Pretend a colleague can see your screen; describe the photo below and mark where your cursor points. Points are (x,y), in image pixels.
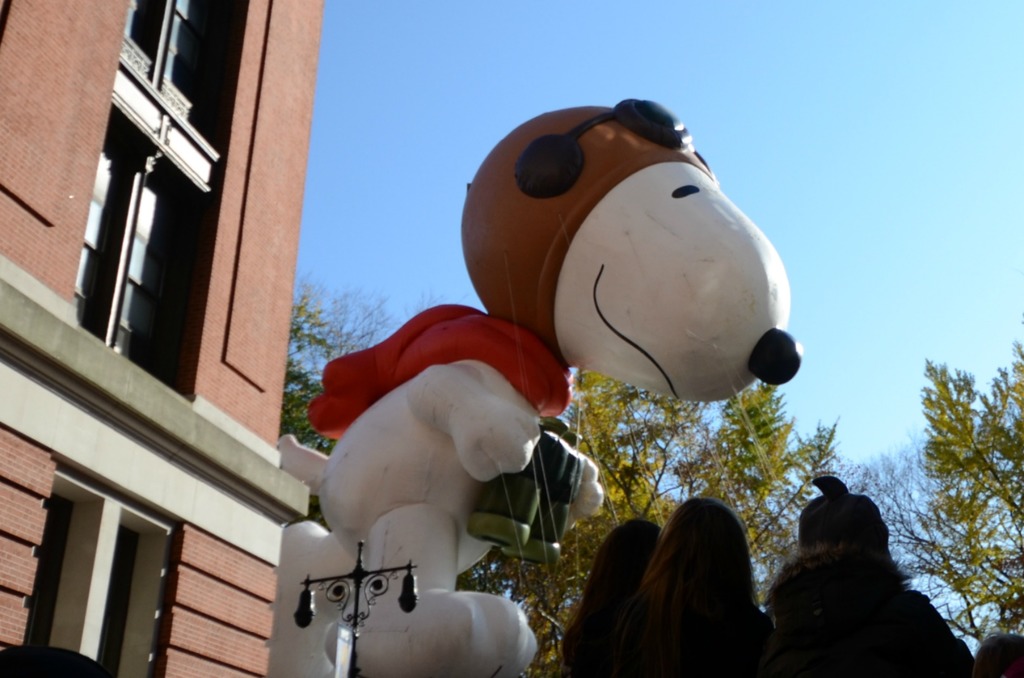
In this image we can see the building (200,442), light pole (307,625), trees (961,469) and also the depiction of an animal (539,388) holding the binoculars (547,492). We can also see the wires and also the people (800,522) on the right (856,528). In the background (785,519) we can see the sky (972,638).
